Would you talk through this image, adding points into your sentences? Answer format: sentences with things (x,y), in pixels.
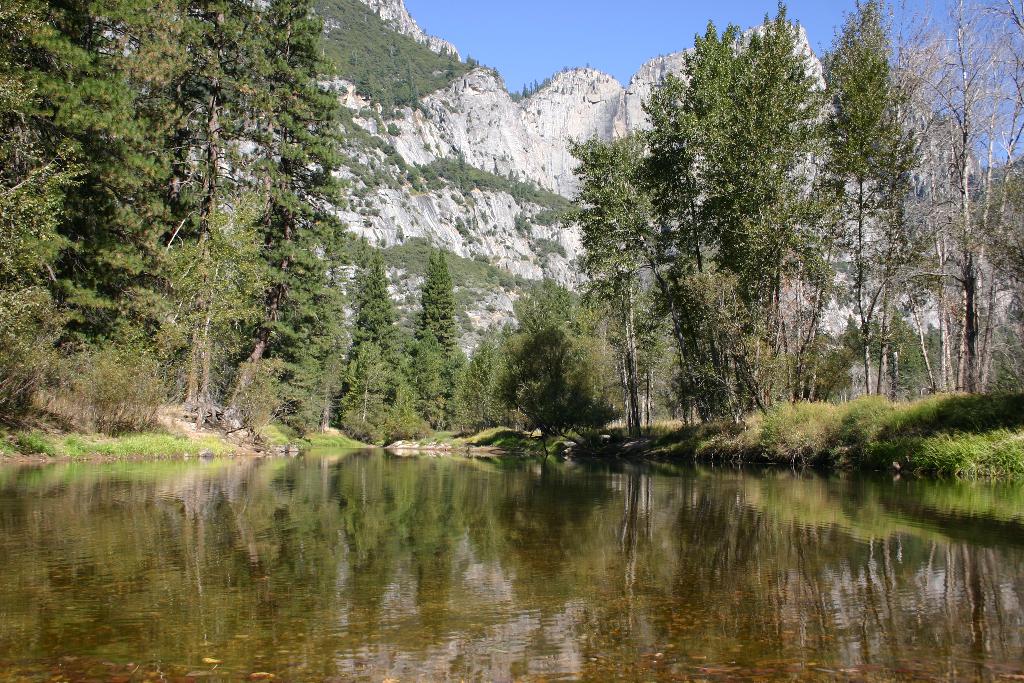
In this image there is the sky (631,29) towards the top of the image (717,39), there are mountains (511,190), there are trees (659,319), there is grass (789,427), there is water (606,608) towards the bottom of the image (474,601).
